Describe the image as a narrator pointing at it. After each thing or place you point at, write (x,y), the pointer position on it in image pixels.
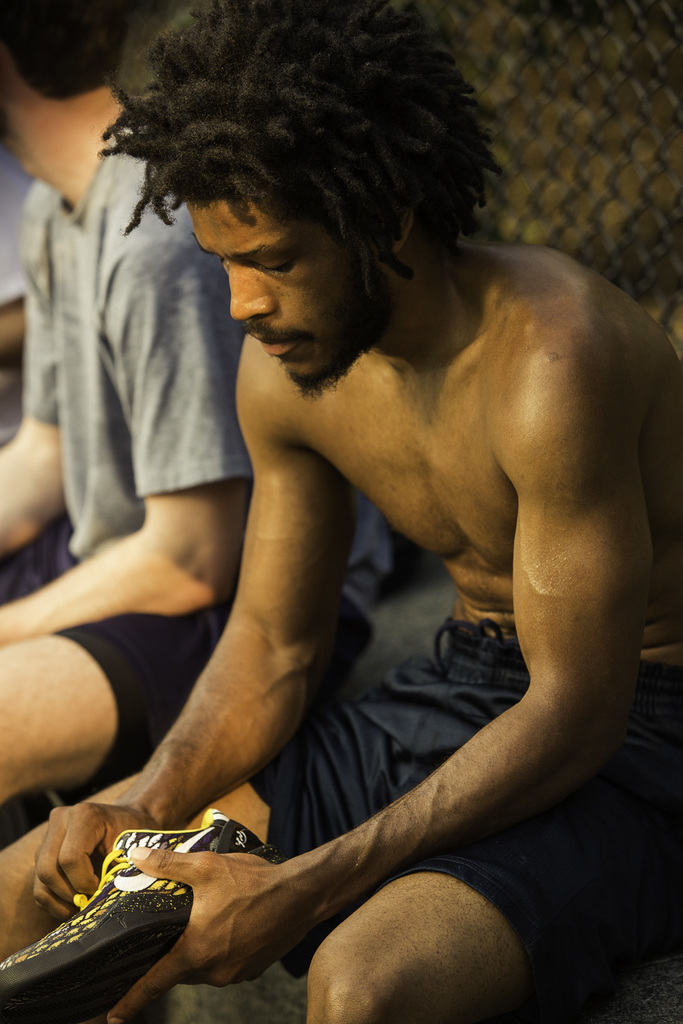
The picture consists of a person (524,476) sitting and holding a shoe (69,934). On the left (116,430) there is another person (118,511) sitting. In the background (596,61) there is fencing (569,146).
